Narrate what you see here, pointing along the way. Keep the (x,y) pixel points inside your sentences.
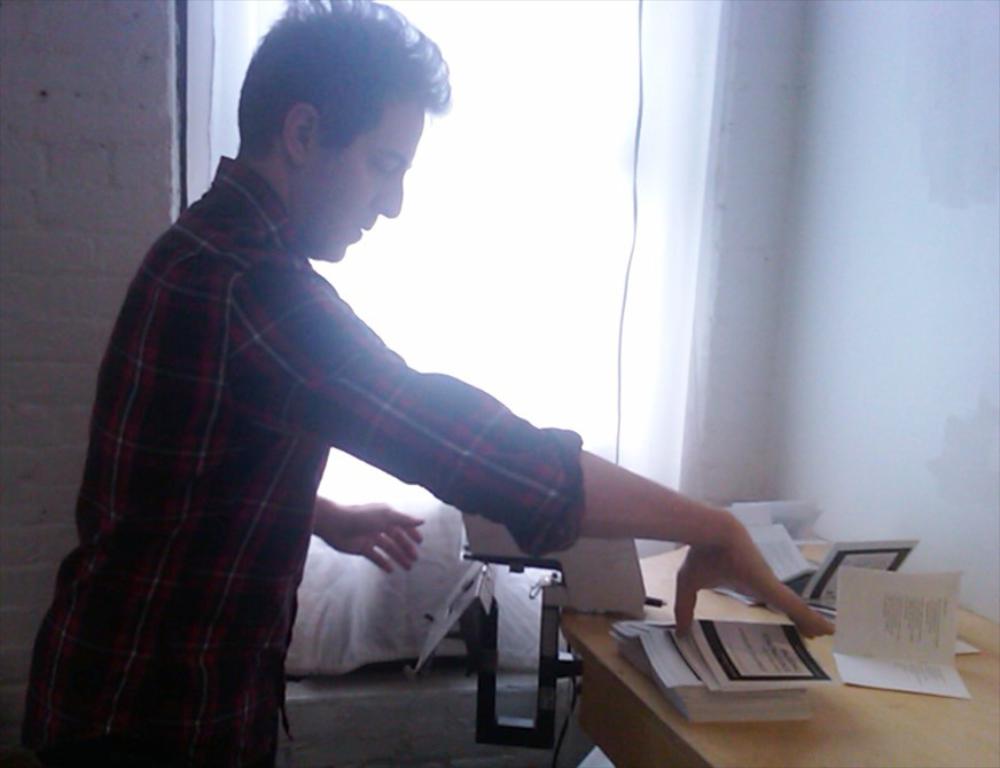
In this image we can see a man (253,265) is standing and holding the books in the hand (701,584), and in front (962,719) here is the table (952,731) and books (902,680) on it, and here is the wall (871,374) and here is the window (490,193).
